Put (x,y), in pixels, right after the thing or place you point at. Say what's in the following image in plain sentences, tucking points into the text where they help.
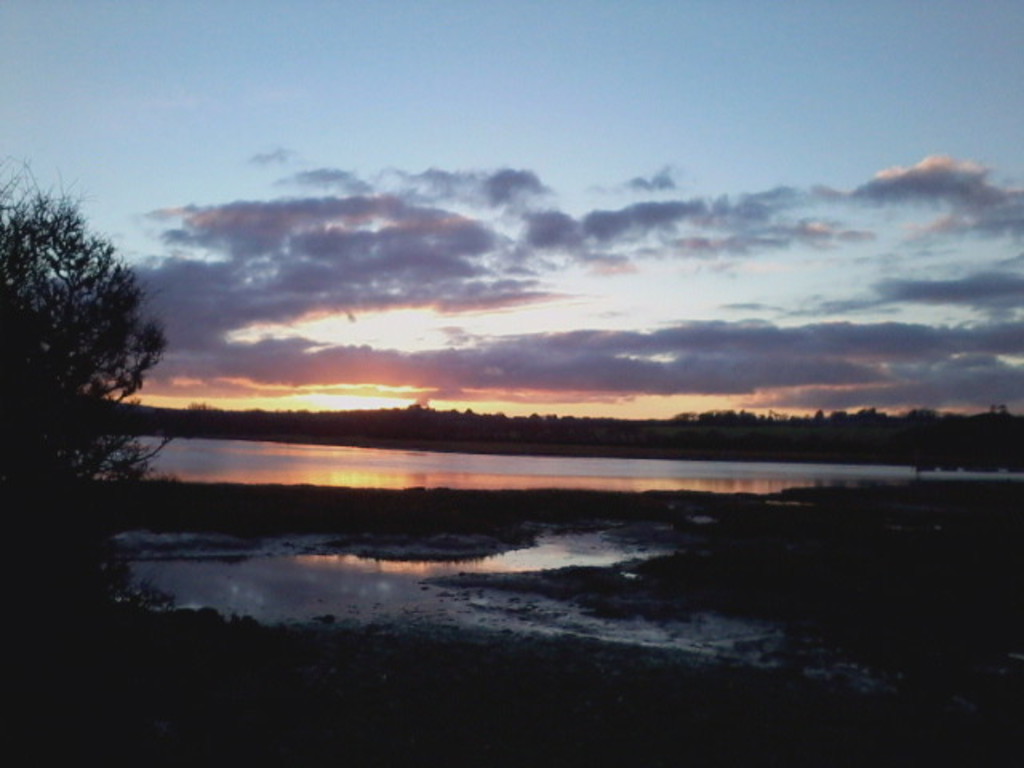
This image is taken during the evening time. In this image we can see the trees (16,521). We can also see the water (232,452). Sky (335,396) is also visible with the clouds (340,375). We can also see the sun (355,394).
